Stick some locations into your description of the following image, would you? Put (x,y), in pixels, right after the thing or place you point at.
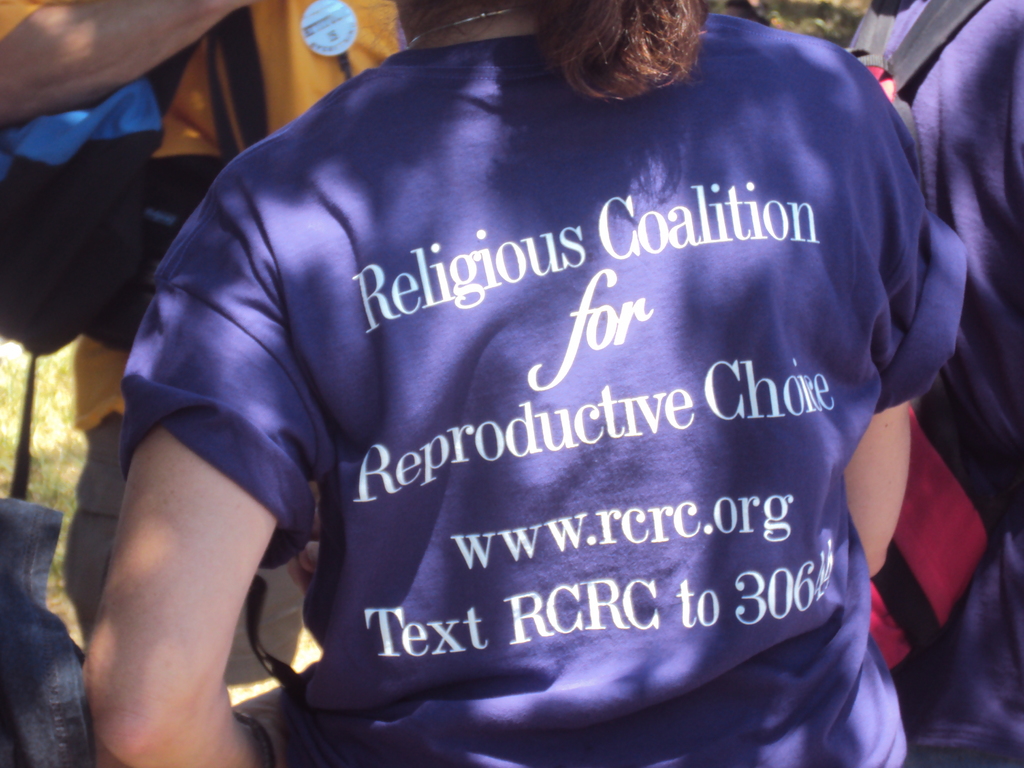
In this image there is one women (562,467) standing in the middle of this image (468,325) is wearing a blue color t shirt (485,234) and there is some text (572,247) written on to this t shirt (652,372). There are some persons (951,152) standing in the background (1001,363).
